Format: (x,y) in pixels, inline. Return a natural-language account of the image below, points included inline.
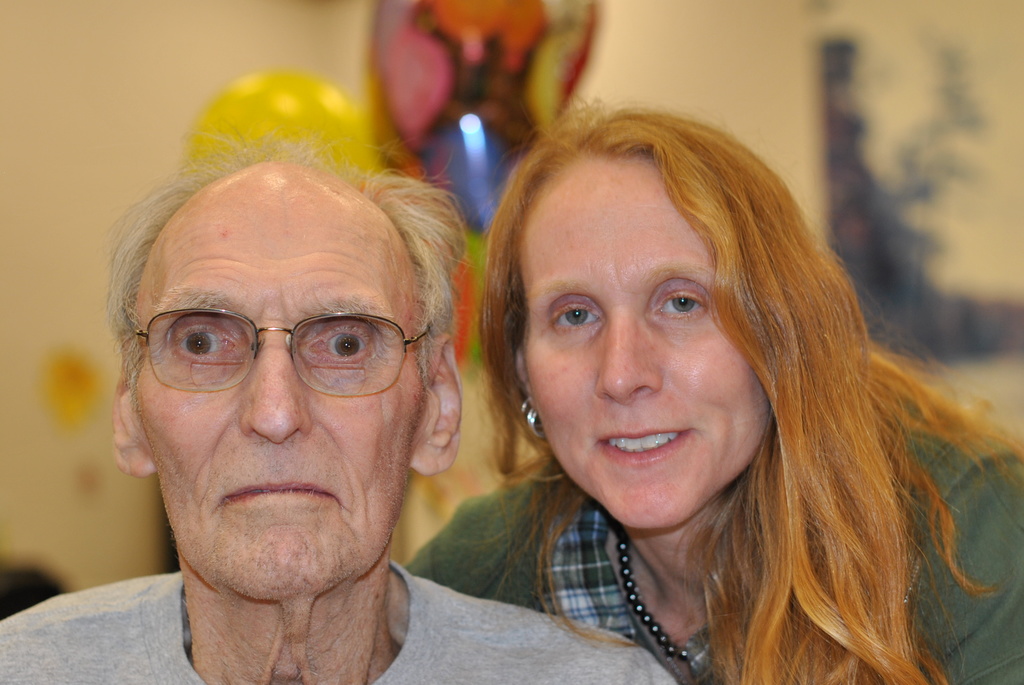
In this image I can see a two people (639,509) wearing ash and green color dress (489,558). Background (360,18) is in cream wall (284,62) and blurred.
